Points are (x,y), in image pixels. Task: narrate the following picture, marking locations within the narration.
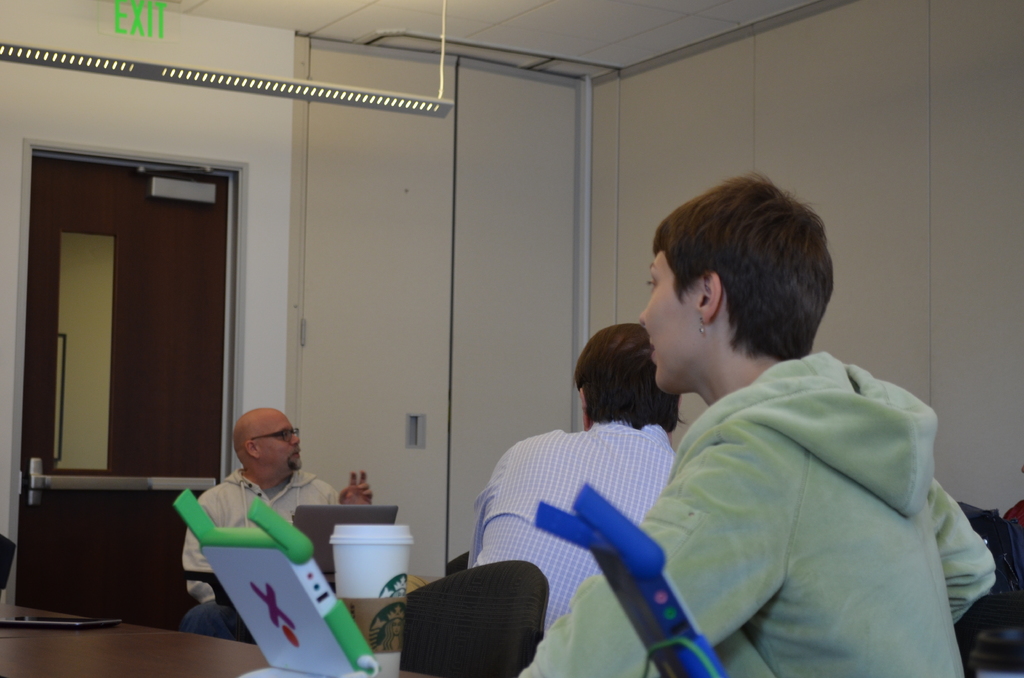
In this image, we can see persons (625,497) wearing clothes (302,480). There is door (154,330) on the left side of the image (69,282). There is a metal frame (332,91) in the top left of the image (336,103). There is a cup (378,562) and objects (637,577) at the bottom of the image (343,649). There is a table (89,668) in the bottom left of the image (60,657).
